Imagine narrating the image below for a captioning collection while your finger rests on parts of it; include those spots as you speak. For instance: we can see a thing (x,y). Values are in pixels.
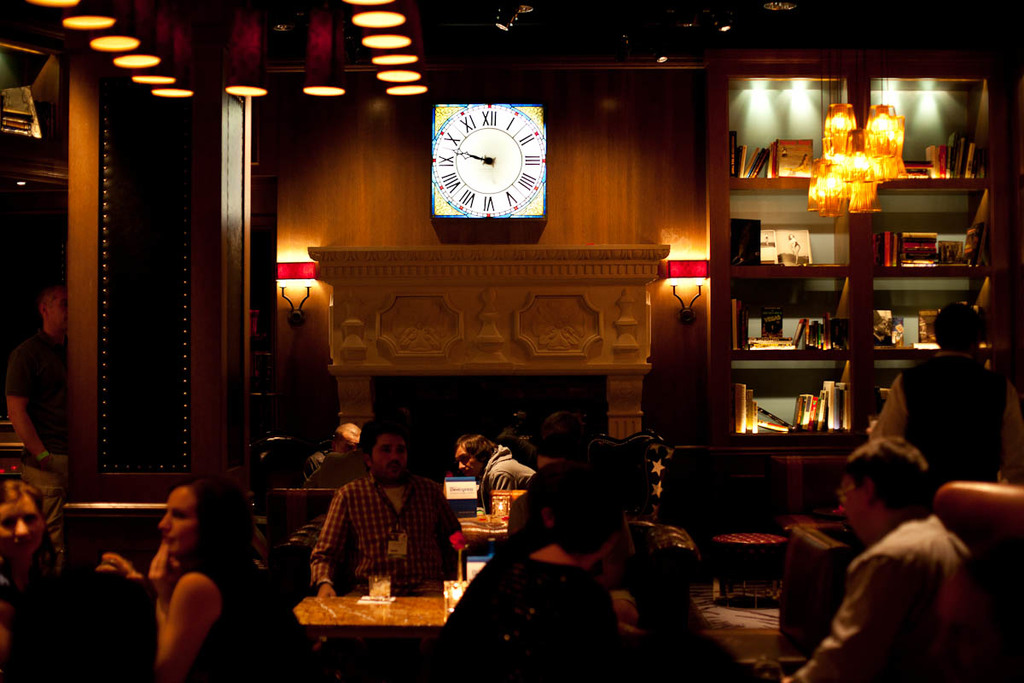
In this picture I can observe some people (202,522) sitting in the chairs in front of their respective tables (373,615). There are men (434,579) and women (112,563) in this picture. I can observe a wall clock (449,161) on the wall (396,171). On the right side (867,169) there is a chandelier (851,129). I can observe bookshelf (781,303) in which some books (779,319) are placed. In the background (695,380) there is a wall (616,228).
